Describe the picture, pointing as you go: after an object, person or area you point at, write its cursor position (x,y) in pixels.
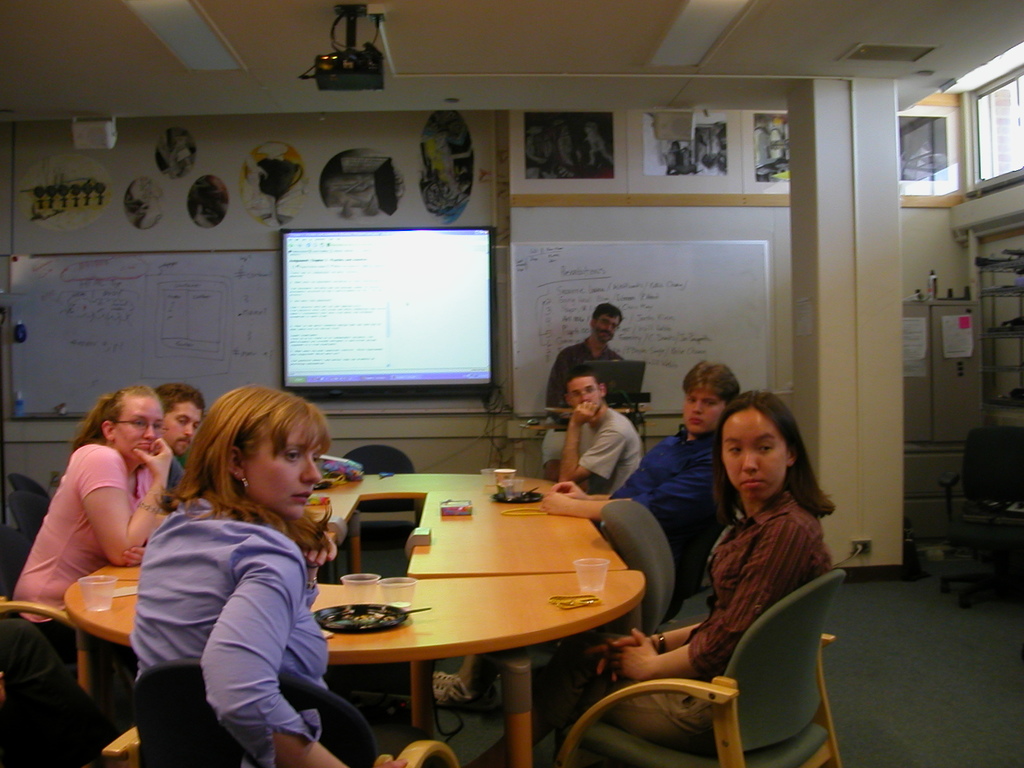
In this image few people (566,475) are sitting on the chair (766,659) there are few glass (392,592), plates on the table (472,581). At the back ground (408,315) there is a screen (434,303), board (605,299), papers (595,127) attached to a wall (663,191), at the top there is a projector (332,68).
